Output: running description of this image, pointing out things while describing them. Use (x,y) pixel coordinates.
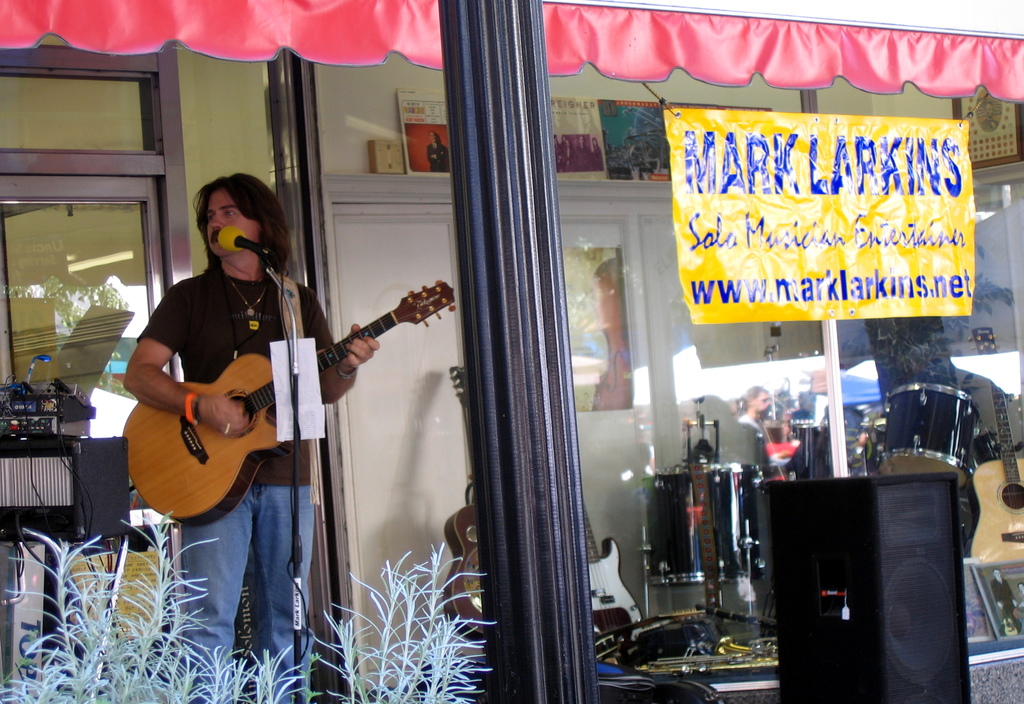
Here we can one man (189,318) standing in front of a mike (296,614) and playing guitar (231,452). We can see all the musical instruments (952,404) through a glass (672,616). This is a poster (756,245). This is a plant (347,674).
